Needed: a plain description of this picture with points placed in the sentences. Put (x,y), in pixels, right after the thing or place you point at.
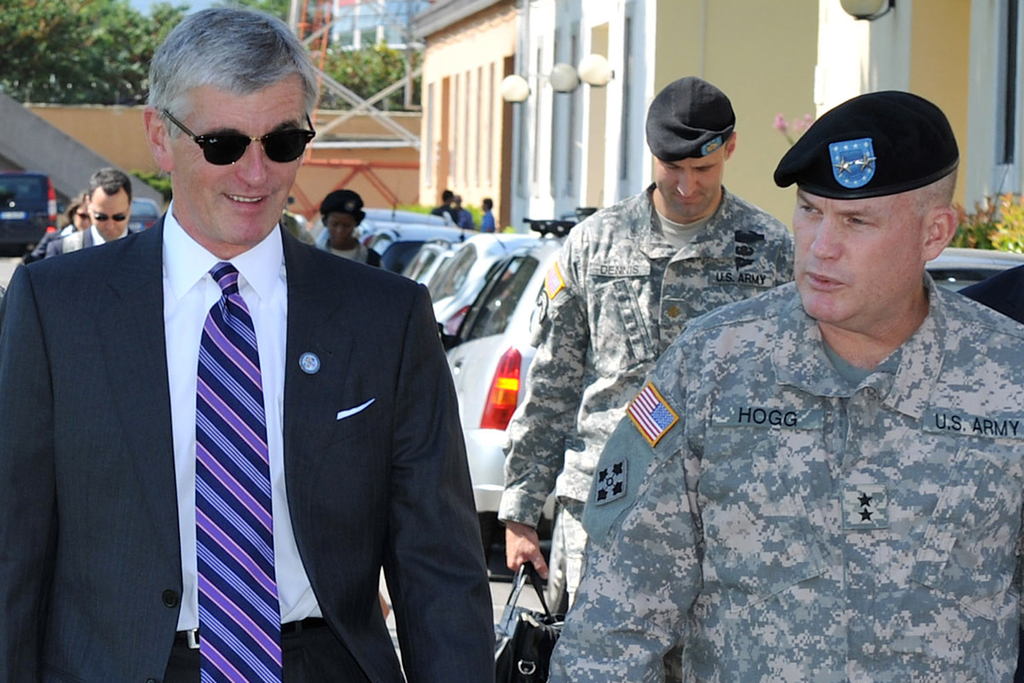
This picture describes about group of people (544,376), few people (243,200) wore spectacles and few people (585,231) wore caps (351,200), in the background (534,226) we can see few vehicles (520,269), buildings (541,142), lights (563,73), trees (355,84) and a tower (316,97), on the right side of the image (715,277) we can see a man (708,252), he is holding a bag (553,627).
